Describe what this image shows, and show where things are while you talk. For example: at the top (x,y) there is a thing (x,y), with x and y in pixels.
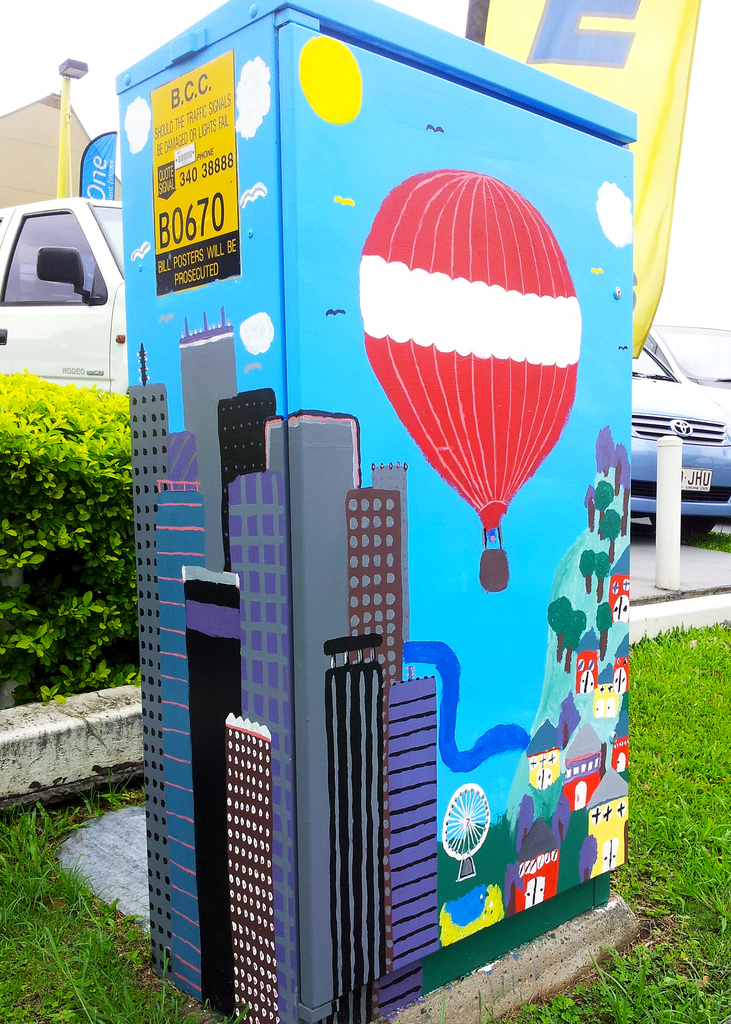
In this image in the foreground (333,363) there is a box (295,444), on which there is a painting (294,519) of buildings (354,657), balloon (481,270), the sky (546,607), tree (572,629), hill (580,576), poster (206,212) attached to the box (363,150), there is a banner (558,5) at the top (641,18), behind the box (624,369) there are vehicles (22,332), on the left side (37,483) there are bushes (88,596) visible.
